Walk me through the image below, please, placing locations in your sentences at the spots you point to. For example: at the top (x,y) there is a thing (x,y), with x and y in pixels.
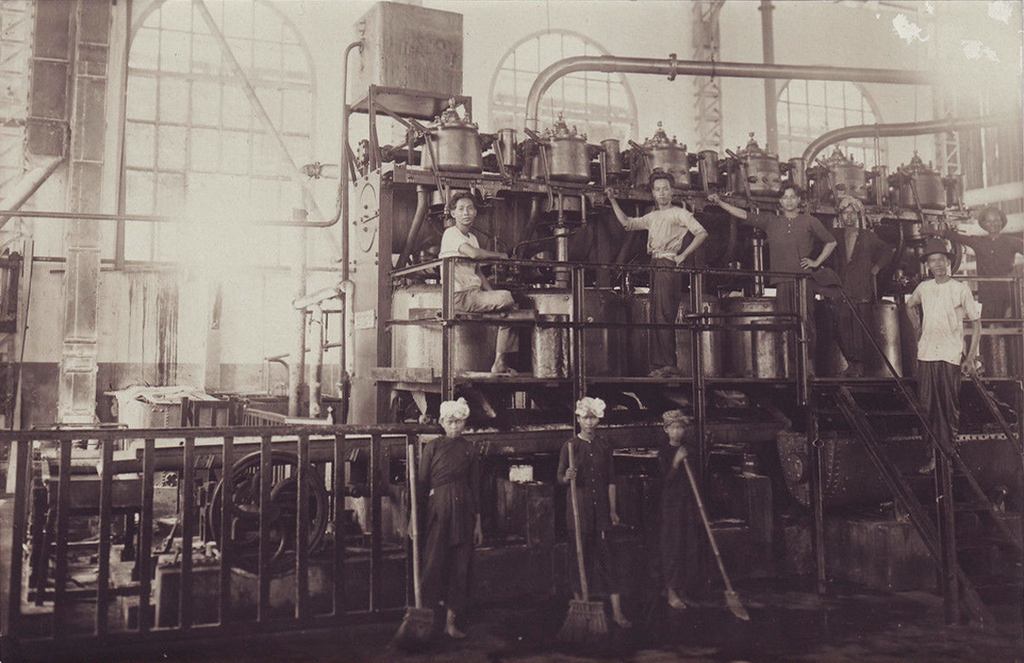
In this picture I can see the factory (500,435). I can see few people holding broomstick (414,583). I can see a few people (660,319) standing I can see glass windows (195,140) in the background (192,168). I can see stairs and railings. I can see a metal grill fence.
